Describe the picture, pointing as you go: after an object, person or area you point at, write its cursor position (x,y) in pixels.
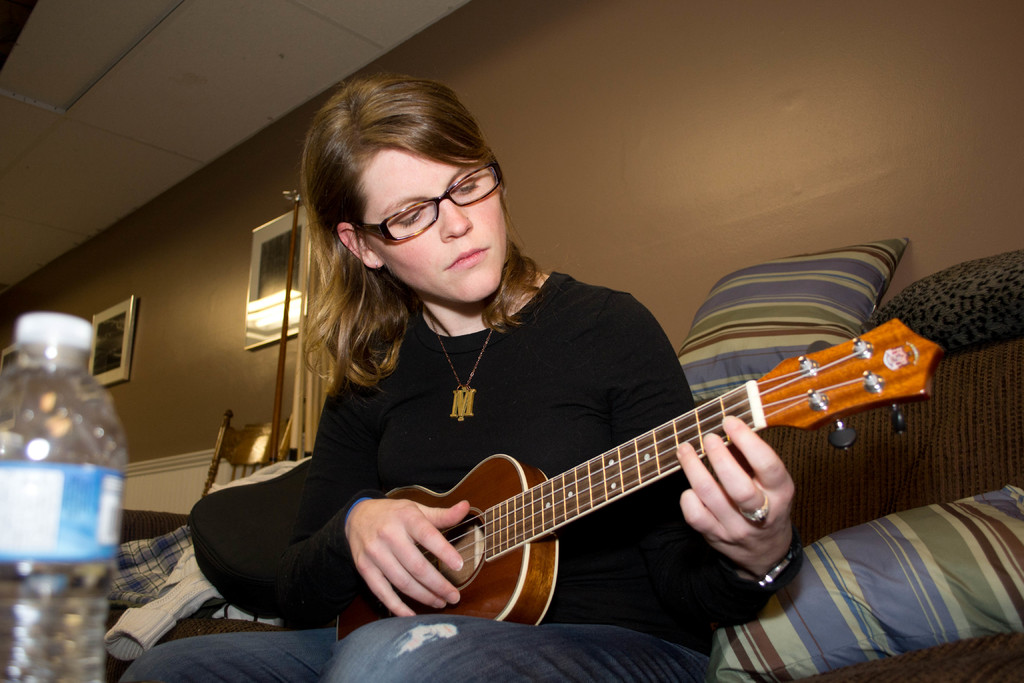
In this image we can see this lady (390,560) sitting on sofa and playing guitar (413,496). We can see bottle (89,551), pillows (804,319) on sofa (988,429), chairs (263,446) and photo frames (108,310) on wall (145,369) in the background (272,313).
